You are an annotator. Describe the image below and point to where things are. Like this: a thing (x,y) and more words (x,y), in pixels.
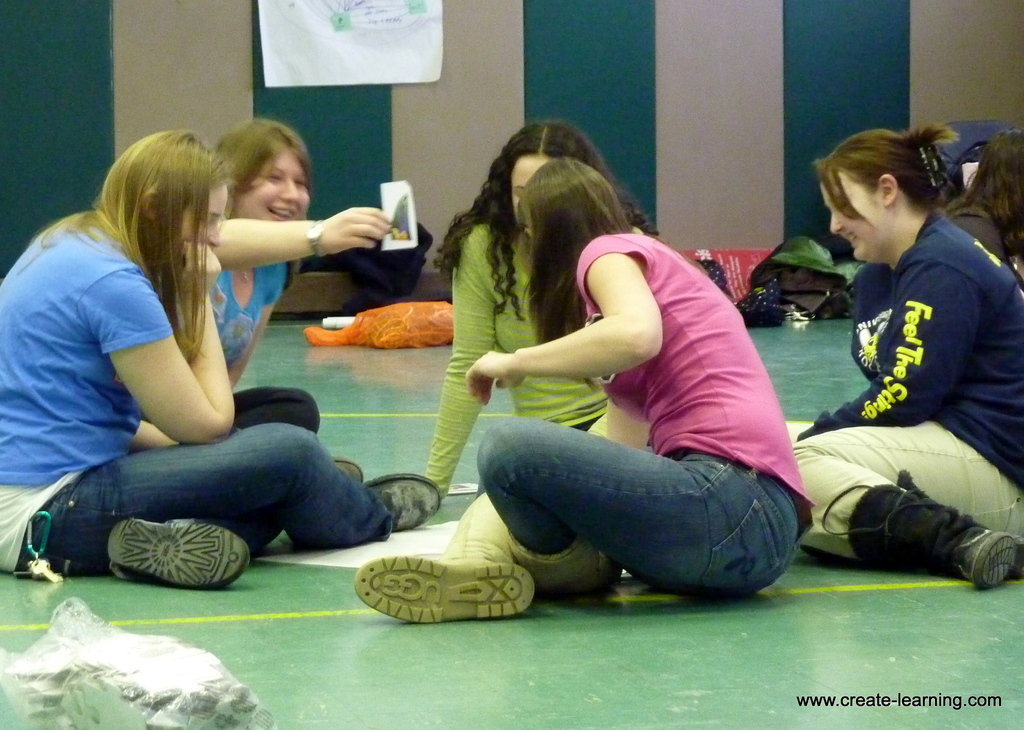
In this image we can see few ladies (625,316) sitting on the floor (630,586). There is a packet (144,667). In the back (390,313) there are many items (409,280) on the floor (300,372). In the background (208,63) there is a wall (477,82). On the wall (242,59) there is a white color object (339,48). And we can see a lady (271,197) wearing watch (311,224). She is holding something in the hand (362,228). In the right bottom corner (883,699) something is written.
